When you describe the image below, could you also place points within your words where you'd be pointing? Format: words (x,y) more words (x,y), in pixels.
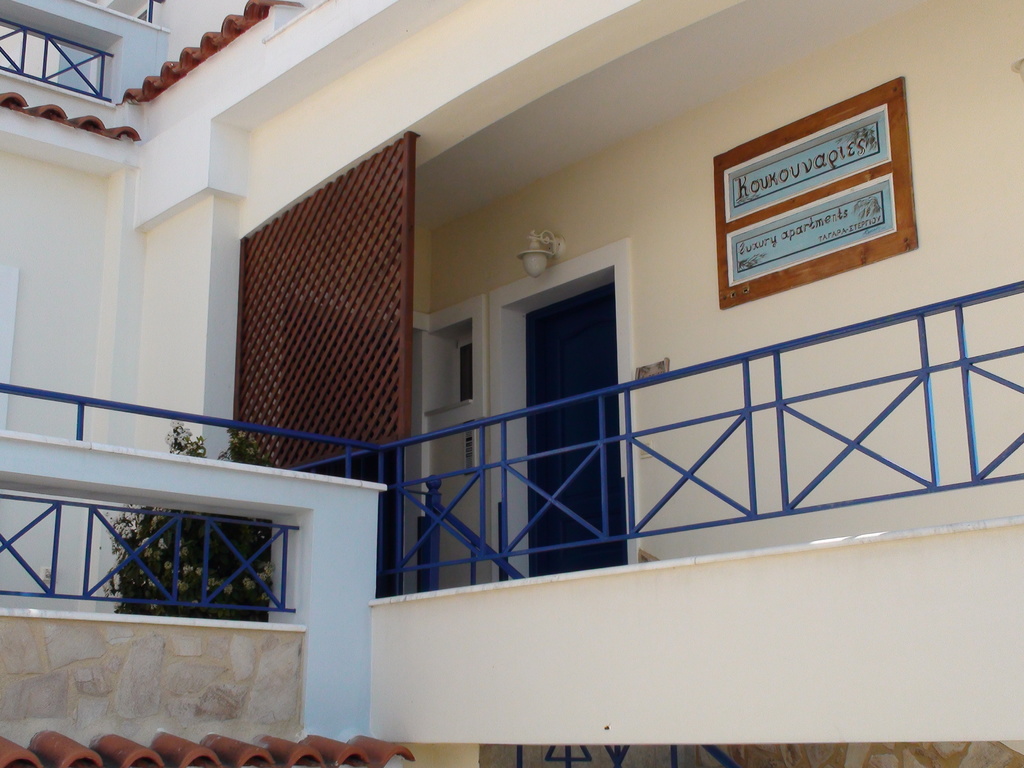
In this image there is a building (475,415). Here there is a nameplate (796,214) on the wall (703,299). These are railing (77,434). This is a plant (164,534).
